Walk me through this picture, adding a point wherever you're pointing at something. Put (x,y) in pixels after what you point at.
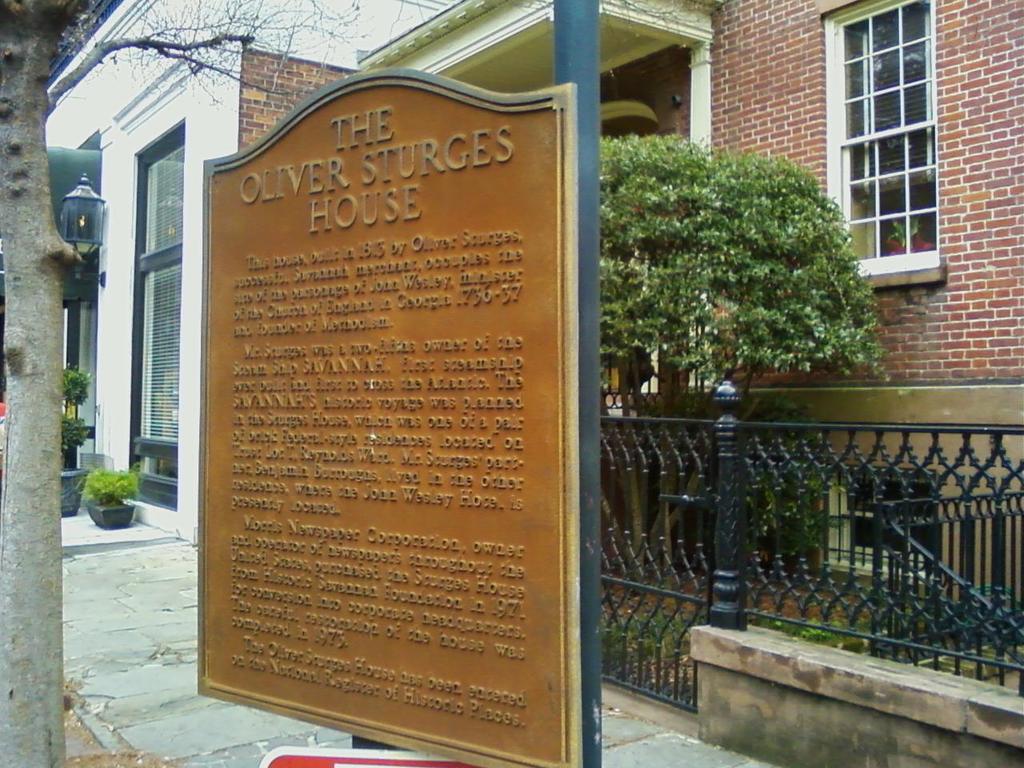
In this picture, we can see a pole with a board (511,400) and behind the pole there is a path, fence (679,452), trees (755,309), plants (98,475) and a building (781,46).
